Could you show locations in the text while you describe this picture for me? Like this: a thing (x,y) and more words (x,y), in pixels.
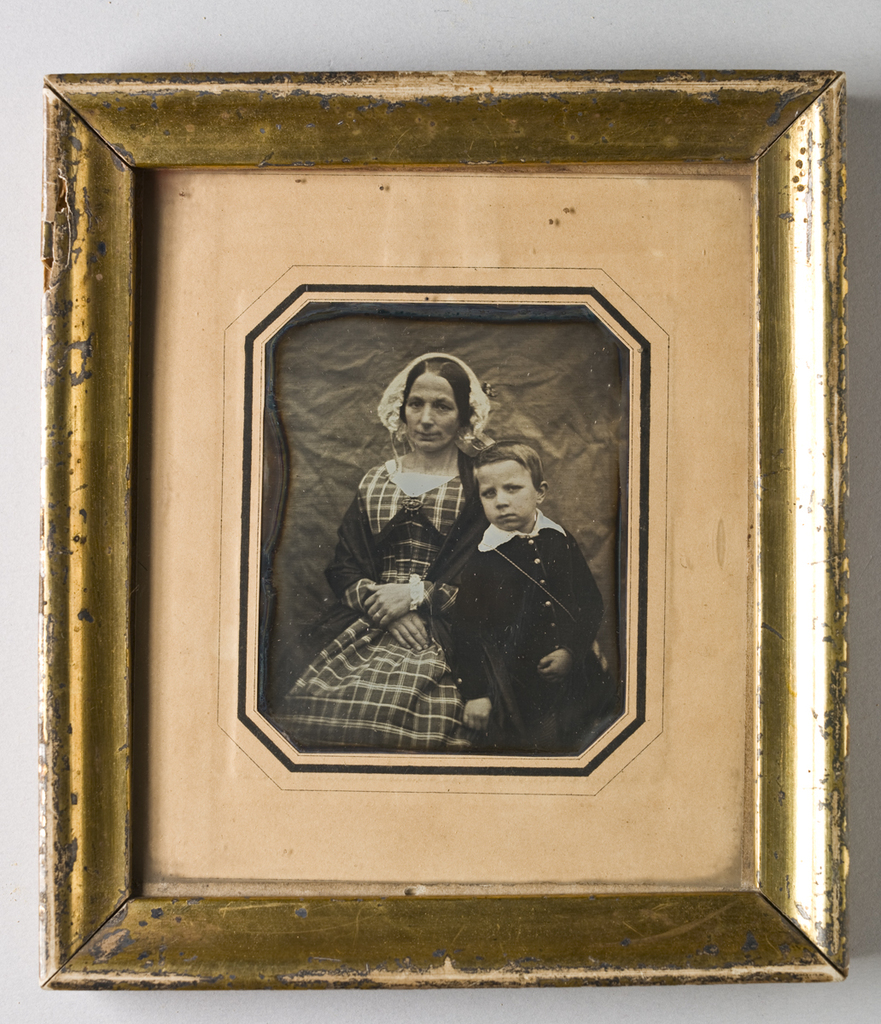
In this image I see a photo frame (537,142) and I see the picture (452,463) of a woman (379,470) and a child (539,578) over here which is of black and white in color.
